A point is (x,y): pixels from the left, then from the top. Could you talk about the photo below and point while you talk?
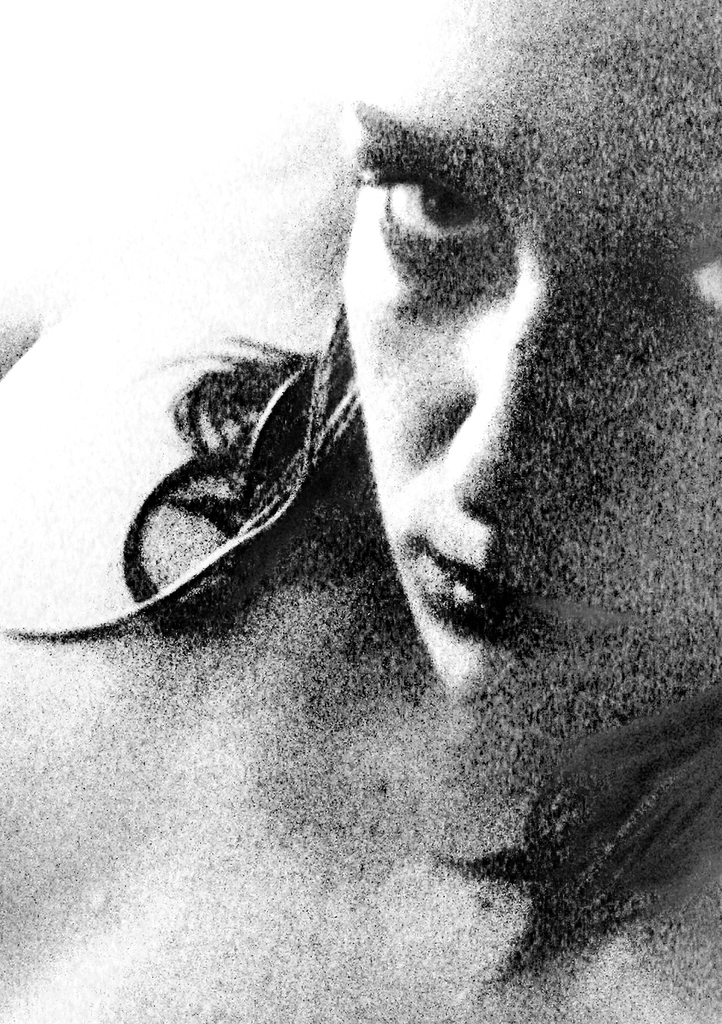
In this black and white picture there is a person (264,584).
